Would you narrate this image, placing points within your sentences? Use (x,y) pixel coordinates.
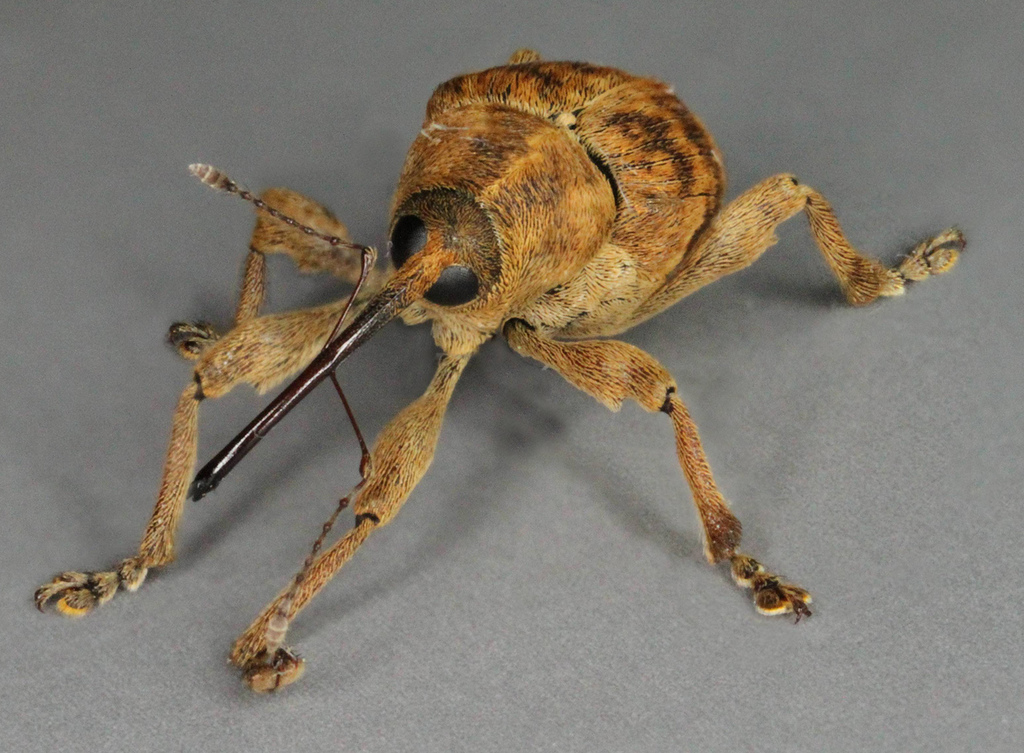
In this image we can see an insect (588,396) on the grey color surface (57,43).
